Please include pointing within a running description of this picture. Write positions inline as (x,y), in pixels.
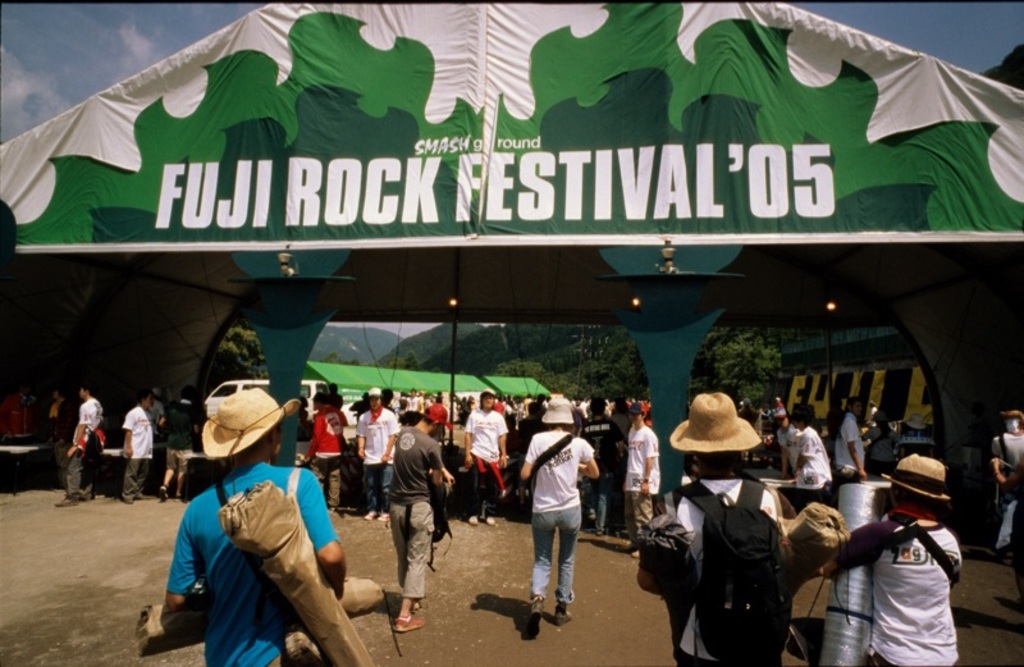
In this picture we can see some people (174,442) standing and some people (224,556) walking, there is a tent (447,190) in the middle (446,240), there are some tables (840,481), in the background (736,384) we can see trees (447,348), there is the sky (76,57) at the left top of the picture (100,54).
